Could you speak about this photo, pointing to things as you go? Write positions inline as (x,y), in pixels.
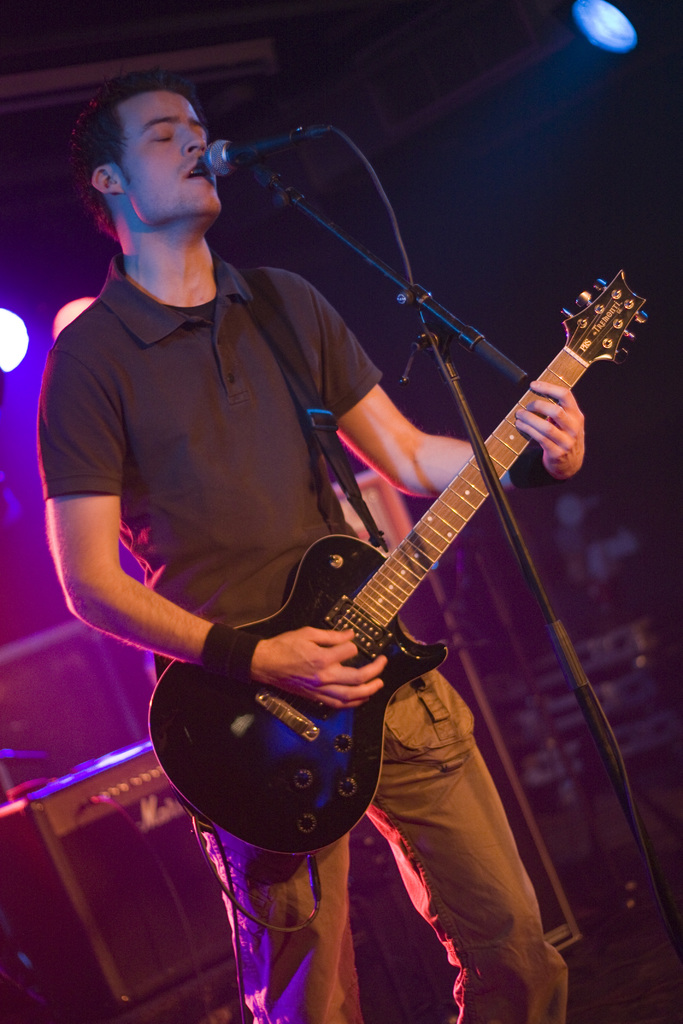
In this picture we can see a man (221,316) who is playing a guitar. This is mike (230,153). And there is a light (63,315).
